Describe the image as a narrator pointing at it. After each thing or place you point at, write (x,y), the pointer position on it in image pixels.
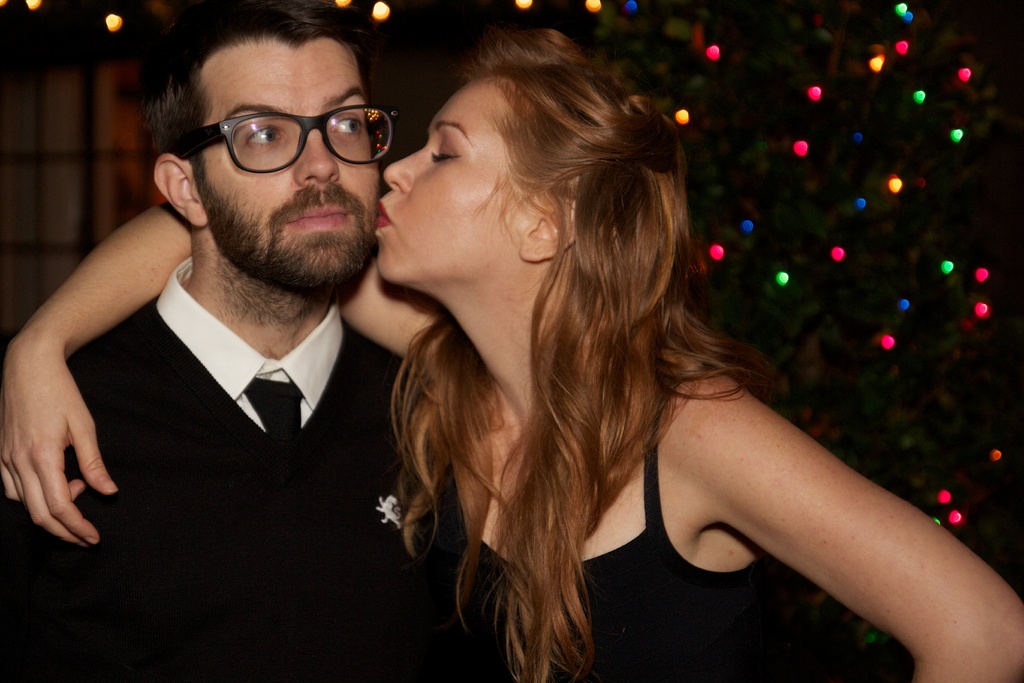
In this picture we can see a man (275,408) and woman (425,355), he wore spectacles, behind them we can find few lights (985,314) and a tree (923,302).
